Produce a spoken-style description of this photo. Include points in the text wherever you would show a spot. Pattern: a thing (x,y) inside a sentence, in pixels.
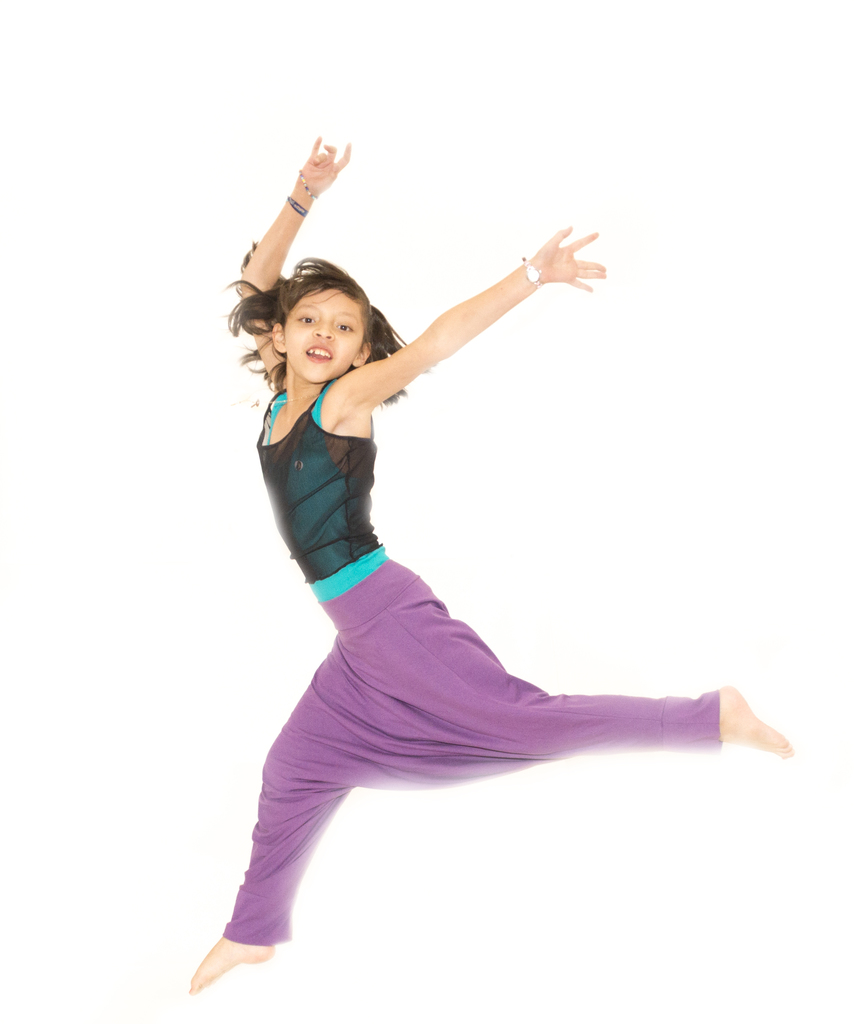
In this image we can see a girl (367,645). The background (146,139) is white in color.
